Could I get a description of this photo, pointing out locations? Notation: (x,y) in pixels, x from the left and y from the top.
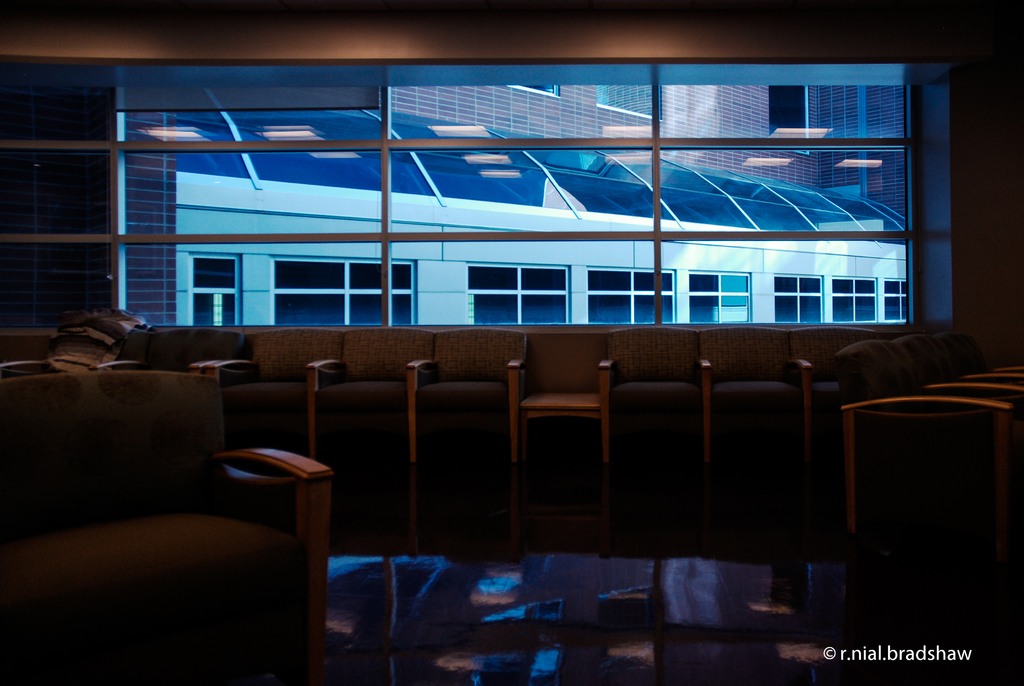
In this image i can see lot of chairs (426,375) and a window (339,228) through which i can see a building (477,258).
